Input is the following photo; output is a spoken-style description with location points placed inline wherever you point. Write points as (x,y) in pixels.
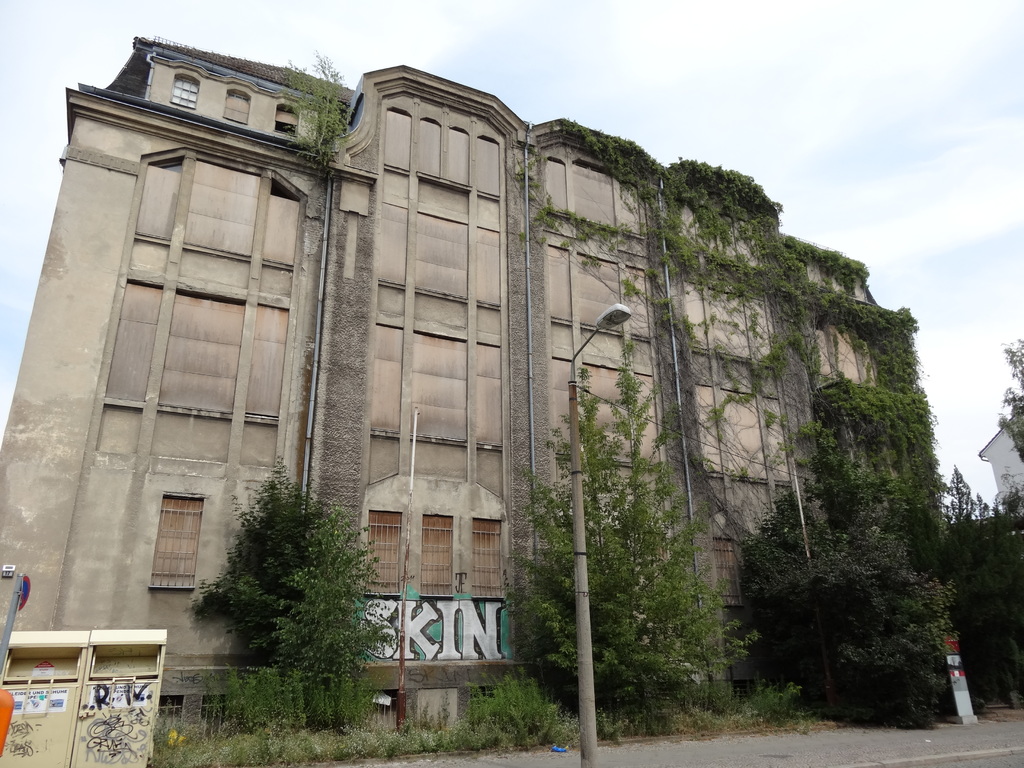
This is a building (216,433) with the windows (190,521). This looks like a street light (572,428). I can see the trees (817,572) and plants (495,696). At the bottom left side of the image (109,690), I can see an object (83,717). This is the sky (807,82).
